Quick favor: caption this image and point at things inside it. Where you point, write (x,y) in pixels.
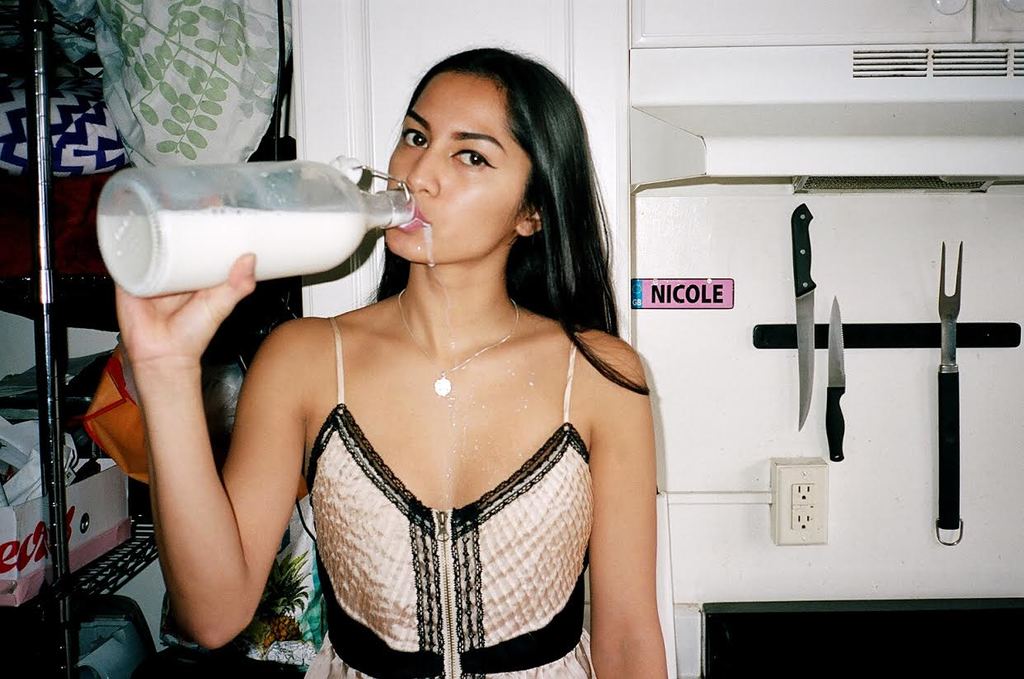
There is a woman (466,504) in this picture drinking milk (274,221) in a bottle (315,238). In the background (808,389) there is a knife (808,396) and a fork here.
